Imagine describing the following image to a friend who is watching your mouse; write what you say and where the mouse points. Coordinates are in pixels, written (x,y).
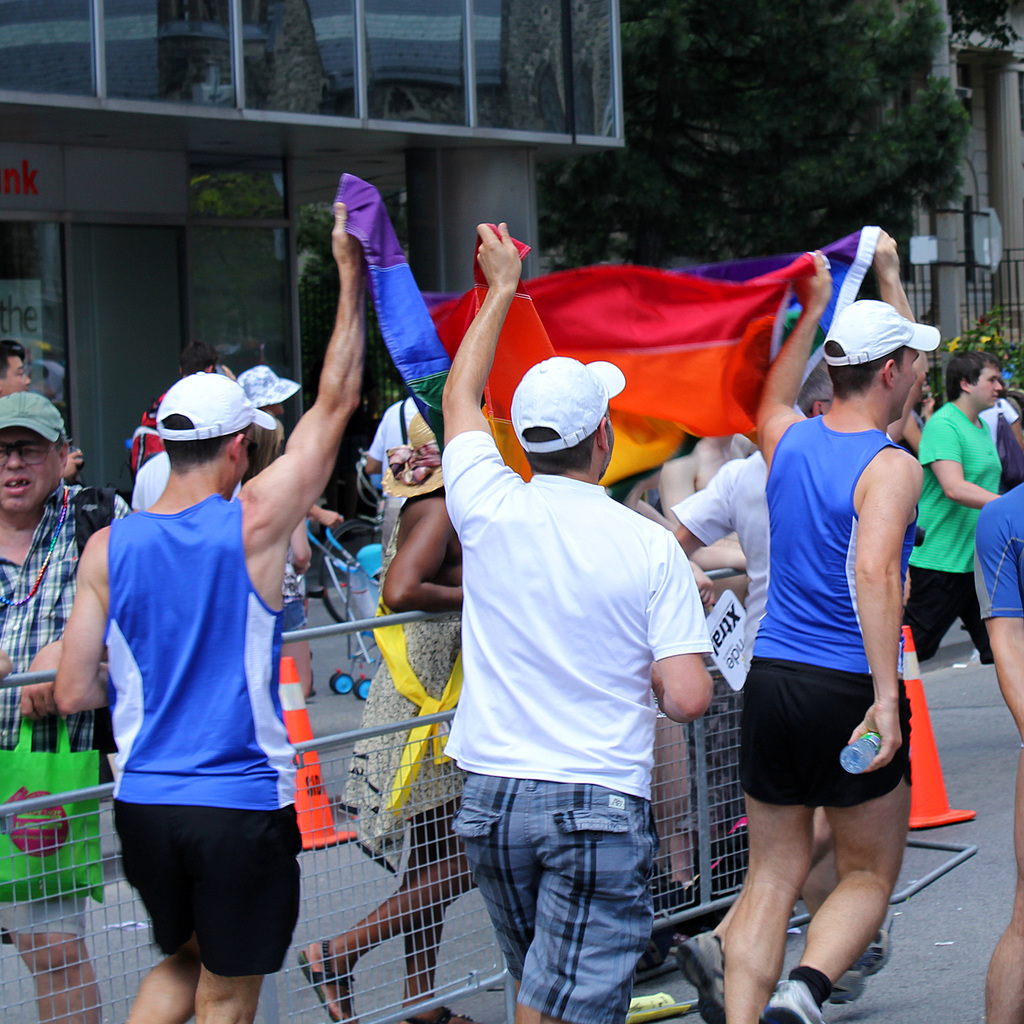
In the center of the image (675,593), we can see people (525,726) walking and holding a cloth (630,331) in their hands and in the background (418,230), there are trees (603,153), buildings (976,285) and some vehicles (369,532) and there are traffic cones (343,826) and there is a railing (405,832). At the bottom (794,952), there is road (946,885).
